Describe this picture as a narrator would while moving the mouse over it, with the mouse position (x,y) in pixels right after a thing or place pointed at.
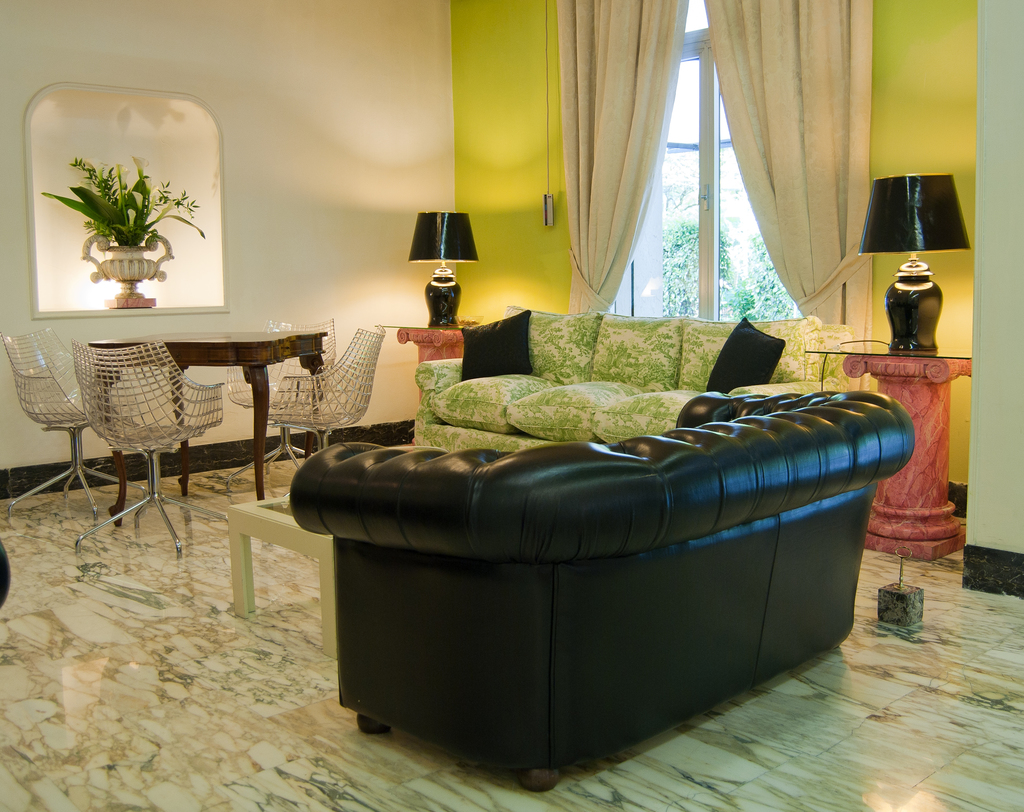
There are two sofas (499,522), two lamps (434,306), a table (268,521) and another table (224,343) with four chairs (194,382) in a living room (299,383).
